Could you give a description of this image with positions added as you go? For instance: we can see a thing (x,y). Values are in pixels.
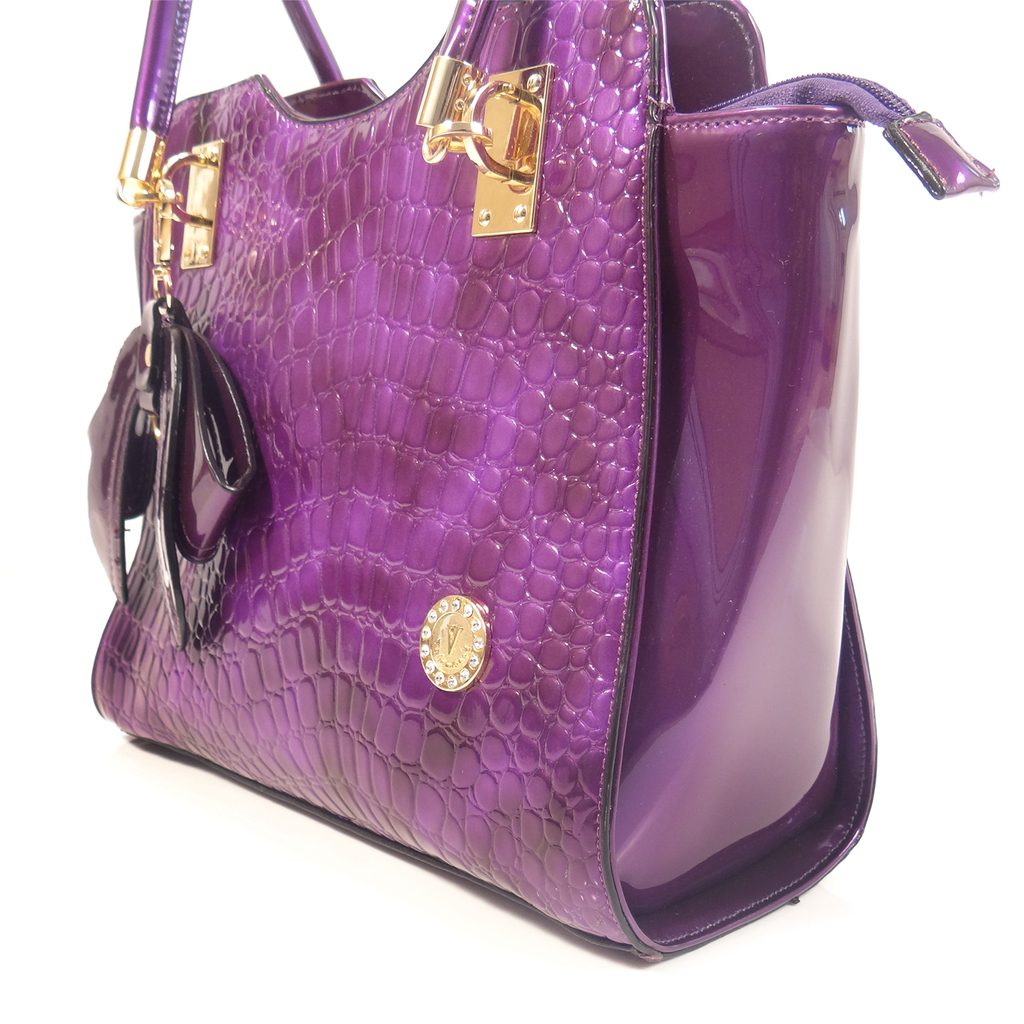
In this picture we can see a bag (494,465).
